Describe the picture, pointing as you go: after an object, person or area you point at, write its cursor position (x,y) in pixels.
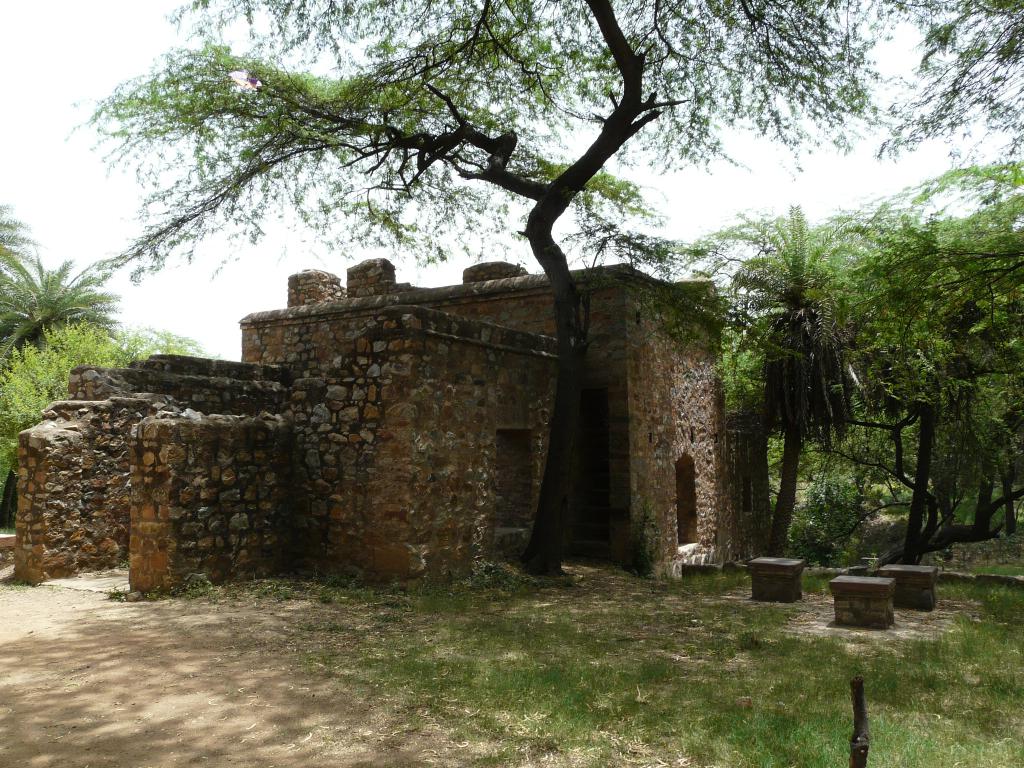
In this image, we can see a fort (429,490), few trees (984,359), plants (874,471). At the bottom (673,710), we can see grass (502,675) and walkway (135,699). Here we can see some object (860,735). Background (804,196) there is a sky (696,195).
